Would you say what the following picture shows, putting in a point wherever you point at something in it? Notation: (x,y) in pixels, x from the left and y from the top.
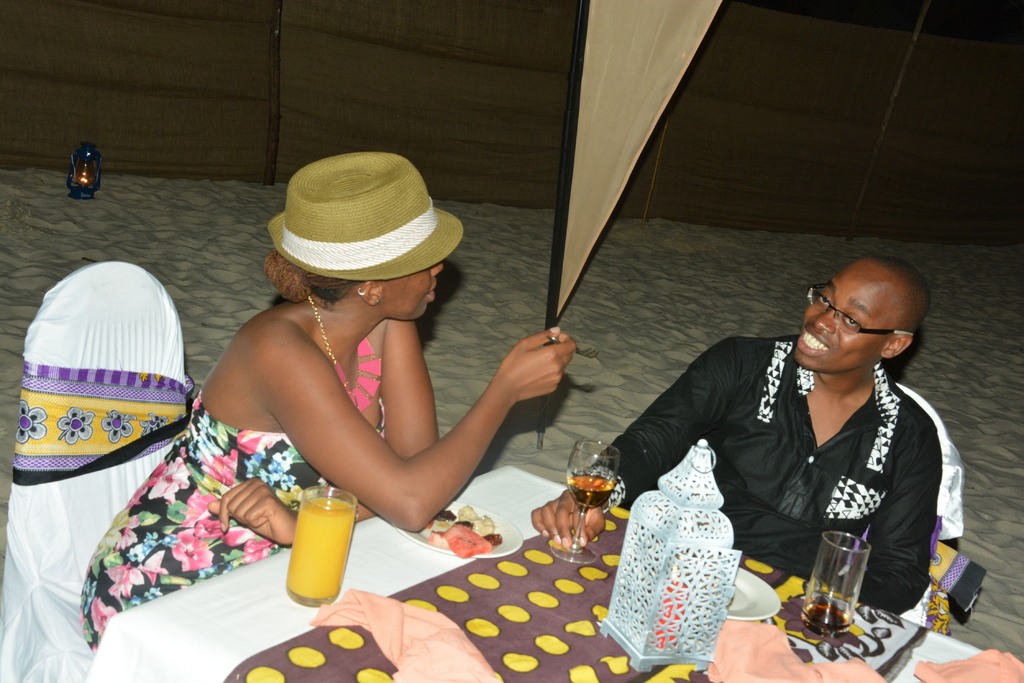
In this image we can see there are two persons (770,432) sitting on the chair (26,443). And we can see the table (734,595), on the table (422,573) there are clothes (762,645), plates (769,612), glasses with drink (338,545) and some food items (445,547) in the plate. And at the back (613,94) it looks like a cloth (509,92). And on the sand (112,190), we can see the lantern (83,156).
